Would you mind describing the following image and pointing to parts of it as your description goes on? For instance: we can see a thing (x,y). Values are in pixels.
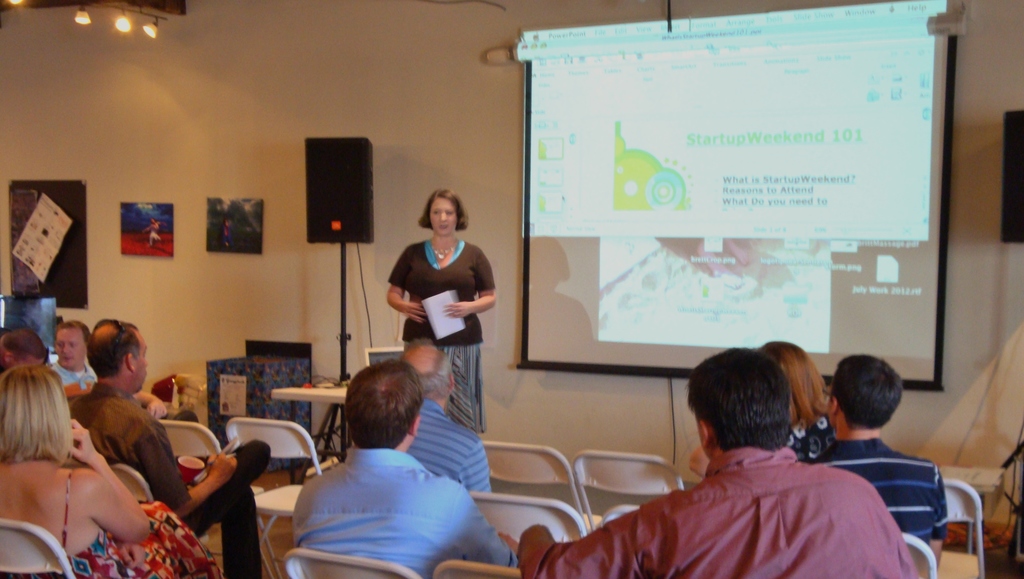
In this image, I can see a group of people (399,507) sitting on the chairs (605,519) and a woman (458,354) standing. There is a projector screen (591,217). On the left side of the image (226,204), I can see the photo frames (139,203) attached to the wall (184,202). Beside the woman (434,220), I can see a speaker (319,238) with stand (345,262) and there are few objects (299,365) on the floor (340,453). At the top left corner of the image (144,19), there are lights (131,26).
